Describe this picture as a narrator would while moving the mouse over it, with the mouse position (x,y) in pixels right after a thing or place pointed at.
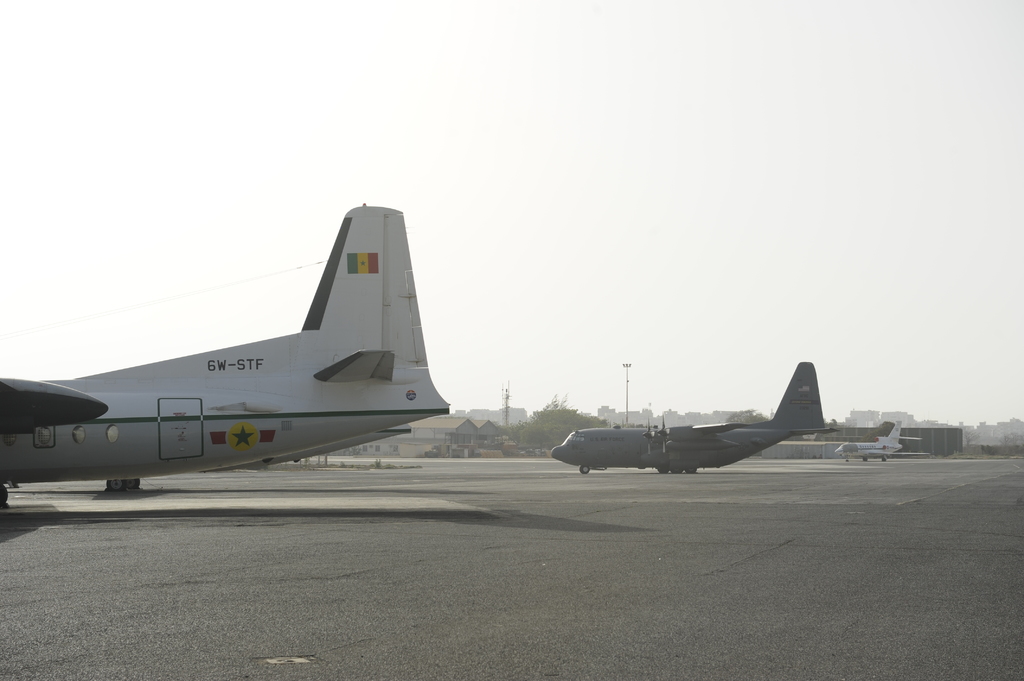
In this image I can see a aircraft (274,394) which is white and black in color on the runway (76,527). In the background (699,461) I can see few other aircraft's (742,446), few buildings (461,435), few trees (537,432), few poles (506,420) and the sky (625,176).
